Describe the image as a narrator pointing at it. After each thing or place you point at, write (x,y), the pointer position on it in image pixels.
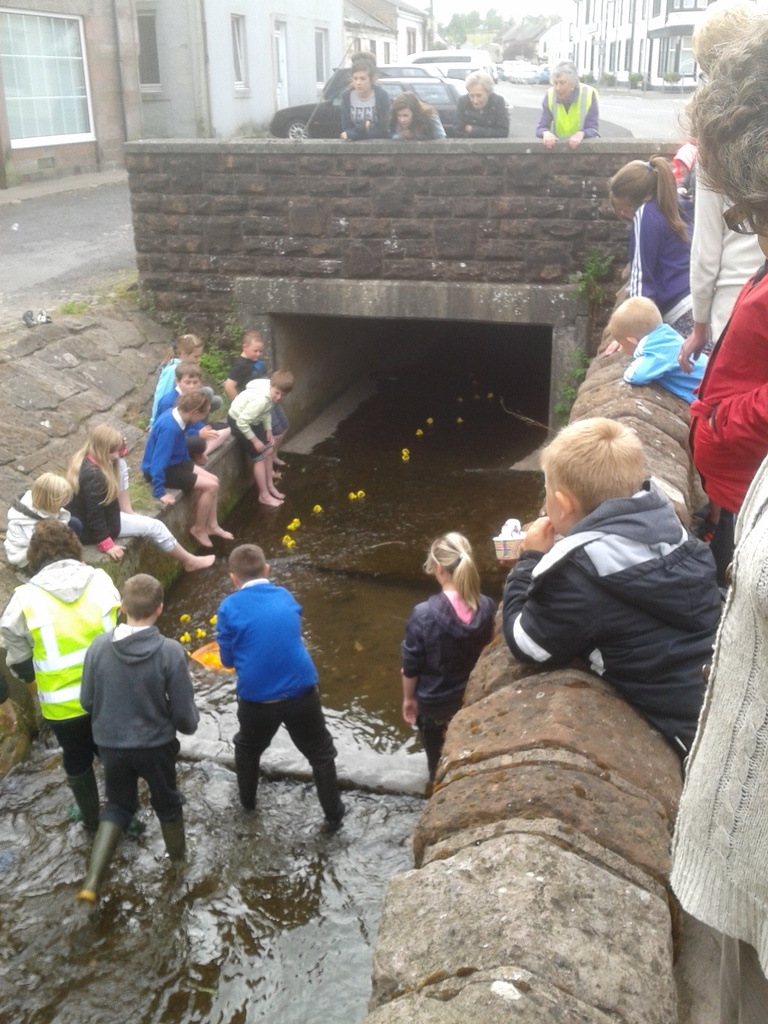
On the right side of the image (688,832) there are people (707,801) standing in front of the rock wall (417,1011). There are a few people (314,656) standing in the water (33,775) and there are a few people (83,494) sitting. In the background of the image (511,104) there are cars (531,80) on the road (619,107). There are buildings (389,61) and trees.
